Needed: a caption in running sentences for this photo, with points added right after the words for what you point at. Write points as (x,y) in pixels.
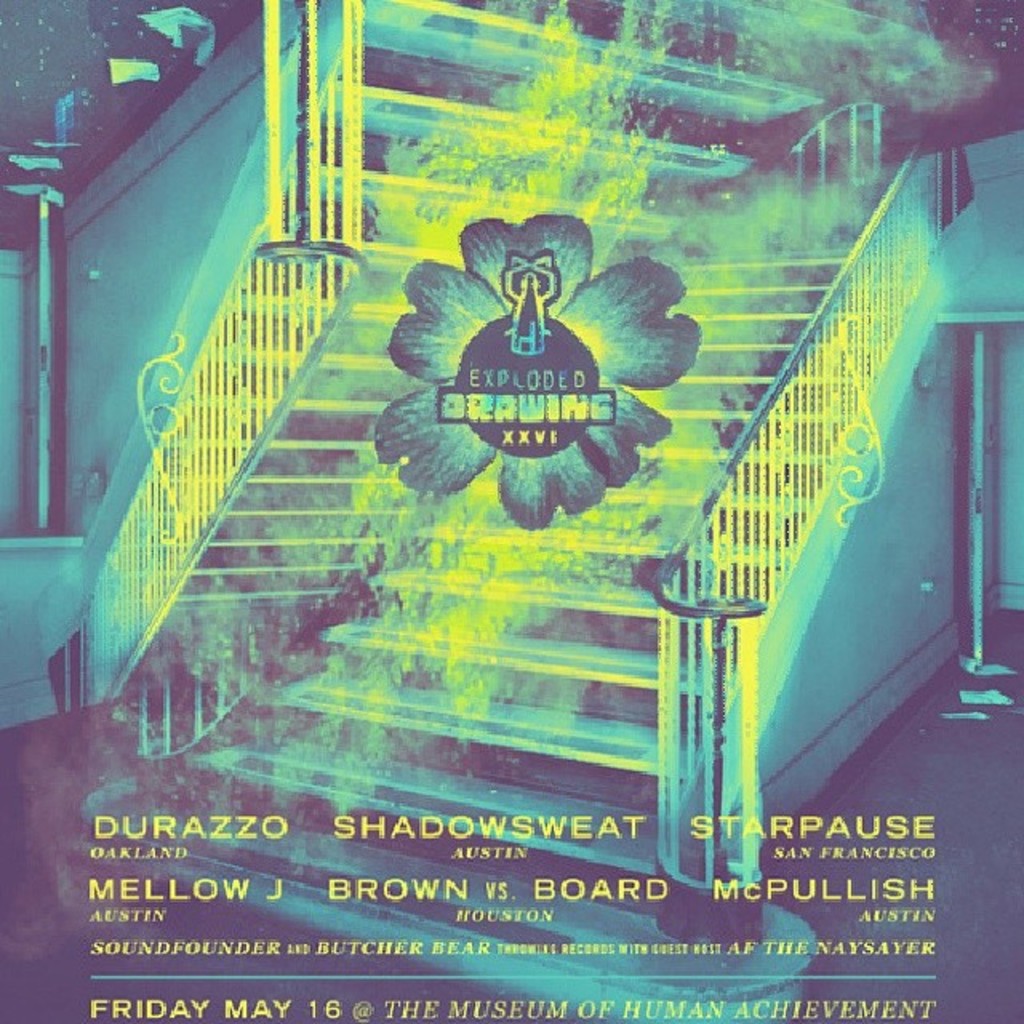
In this picture I can see a poster (499,464) with some text (499,856) at the bottom of the picture (262,899) and I can see stairs (459,591) and looks like a logo (493,317) in the middle of the picture (480,397) with some text (475,419).
